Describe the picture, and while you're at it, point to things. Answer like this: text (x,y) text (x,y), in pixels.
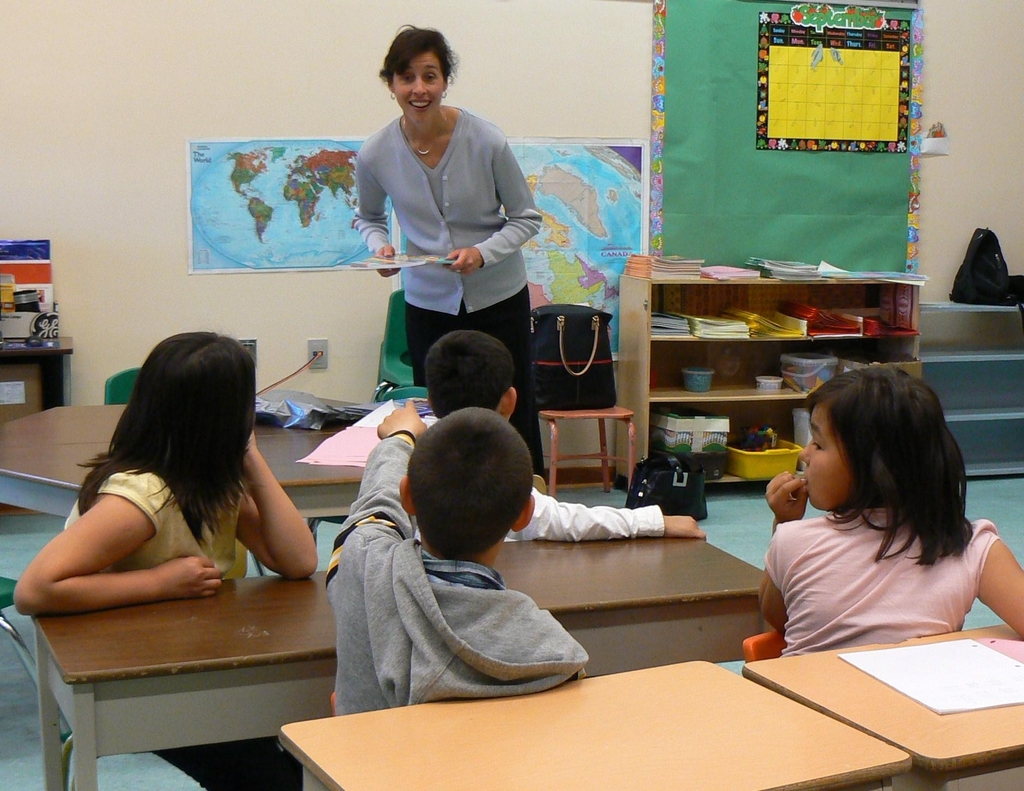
In this image i can see there are group of children (484,559) who are sitting on the chair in front of a table (628,591). I can also see there is a woman (469,180) who is standing on the floor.
